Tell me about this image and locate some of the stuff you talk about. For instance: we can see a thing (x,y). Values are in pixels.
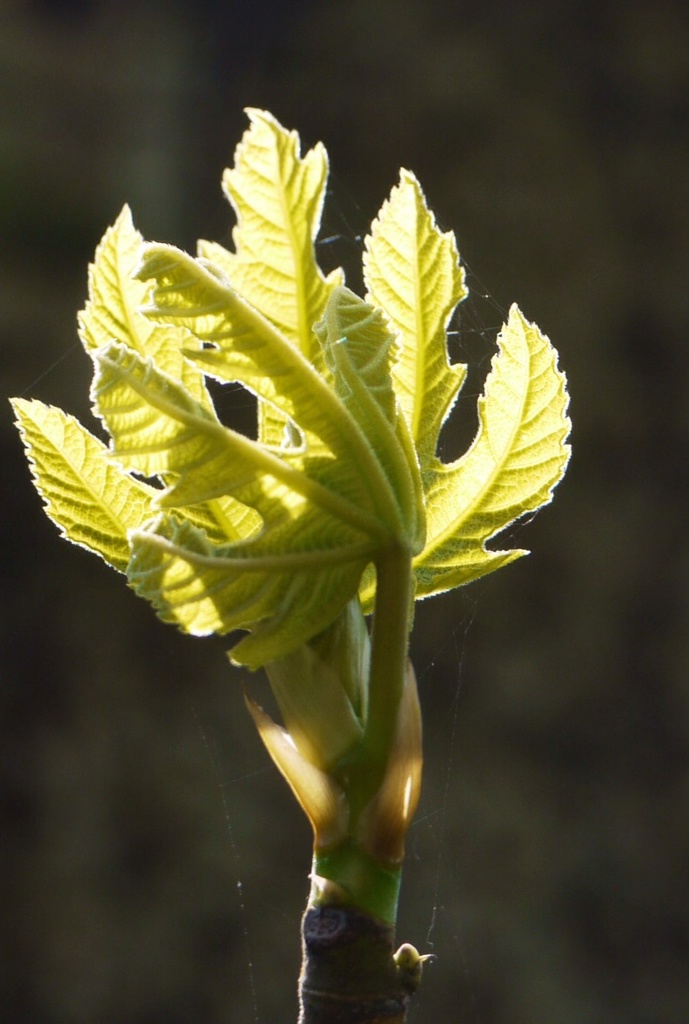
This image consists of a plant (371,570). It is in green color.
